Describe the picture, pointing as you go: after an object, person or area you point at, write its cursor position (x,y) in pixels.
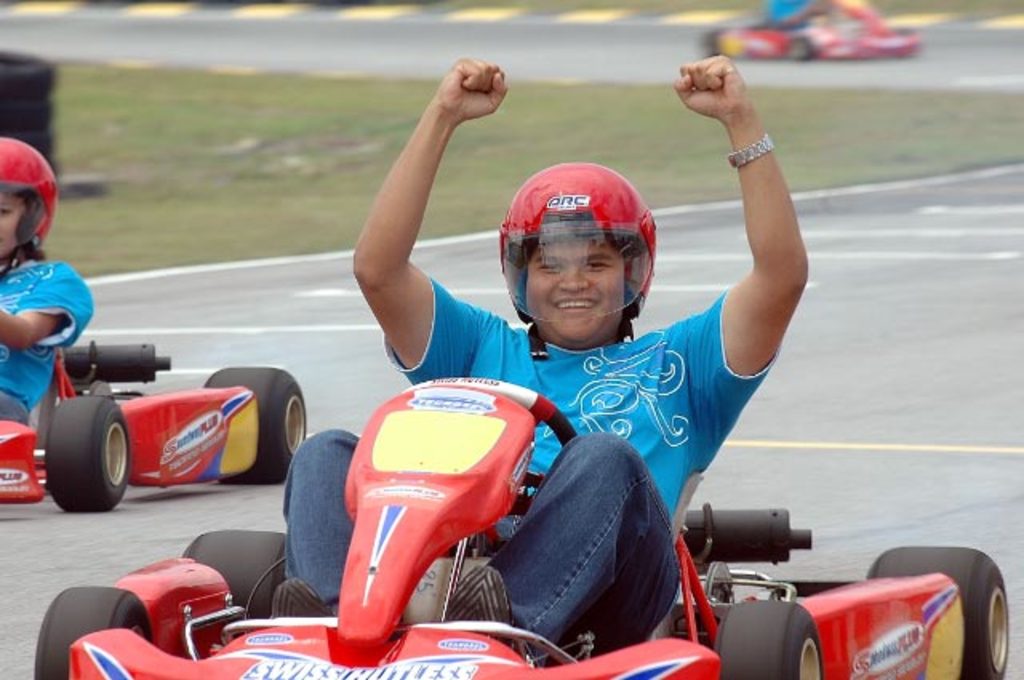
Here we can see a person (559,581) sitting on a go-kart vehicle (646,666) and he is smiling. There is a woman (7,145) sitting on a go-kart vehicle (182,441) and she is on the left side (200,434).
